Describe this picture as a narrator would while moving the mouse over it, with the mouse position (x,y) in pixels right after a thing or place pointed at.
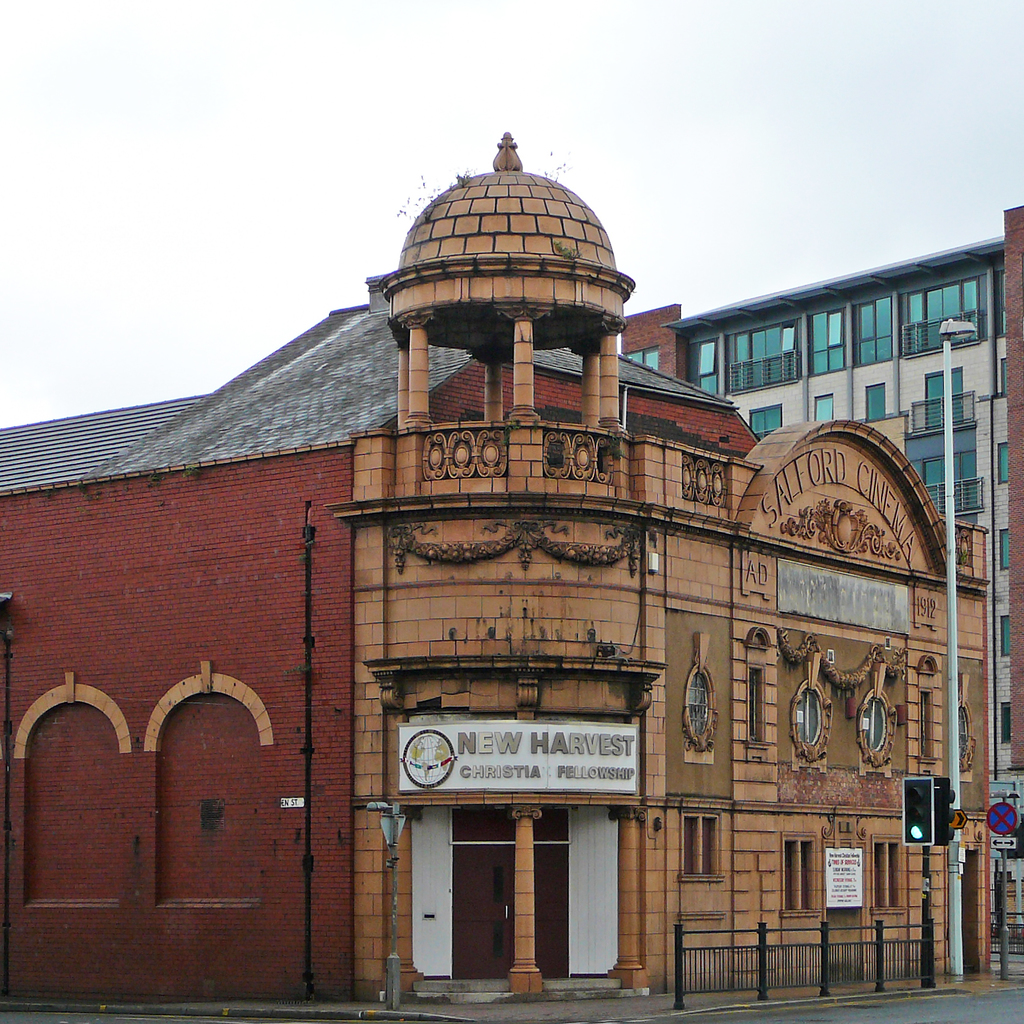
In this image there are buildings (663,627), in front of the buildings (784,671) there is a traffic signal light (925,811), a lamp post (950,701) and a metal fence (724,972).
